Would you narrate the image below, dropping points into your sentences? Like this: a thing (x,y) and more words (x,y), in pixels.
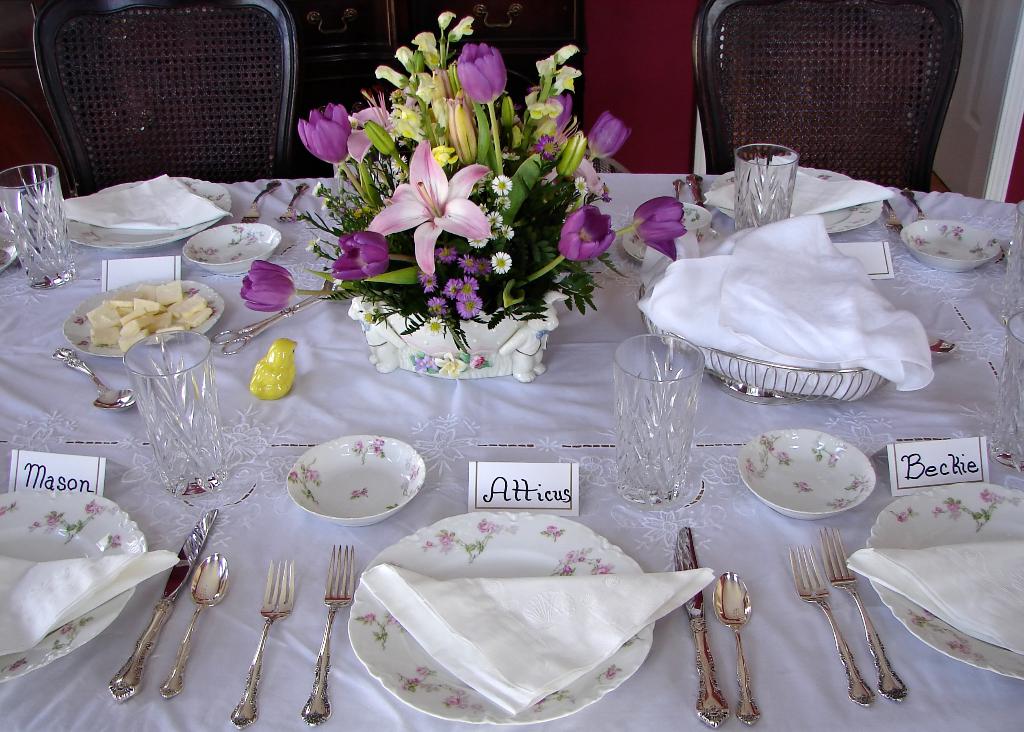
In this image I can see a table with a white cloth (280,400) on it. I can also see there are few plates (436,538) and other objects (474,323) on it. There are two chairs (275,78) beside the table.
